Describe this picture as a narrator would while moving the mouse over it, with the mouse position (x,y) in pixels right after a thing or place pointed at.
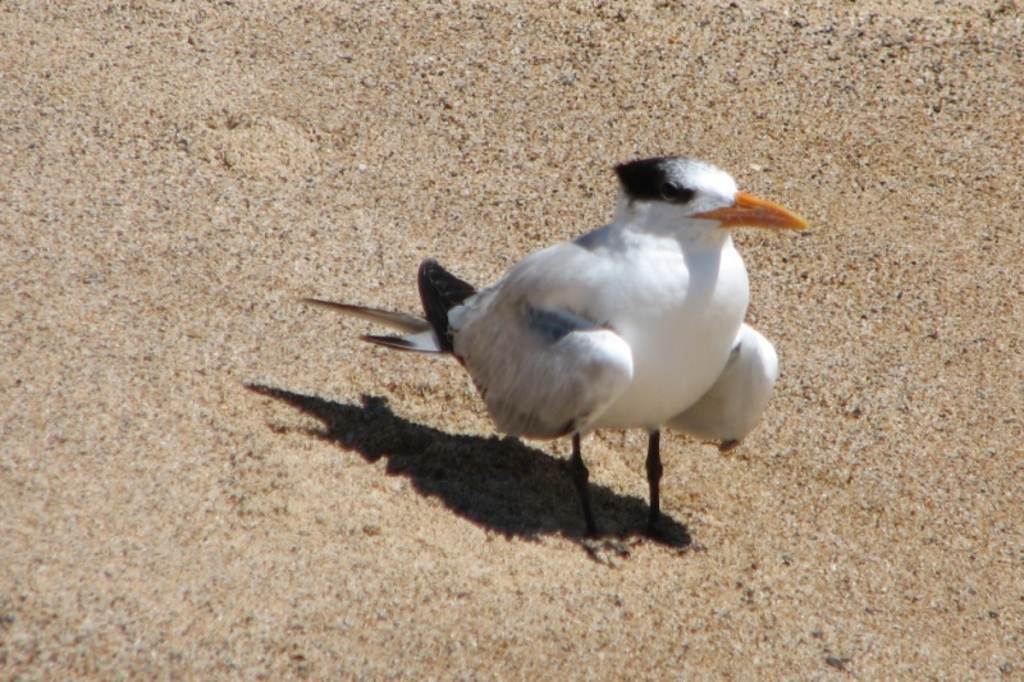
In this image there is a bird (692,294) standing on the land (876,271).
